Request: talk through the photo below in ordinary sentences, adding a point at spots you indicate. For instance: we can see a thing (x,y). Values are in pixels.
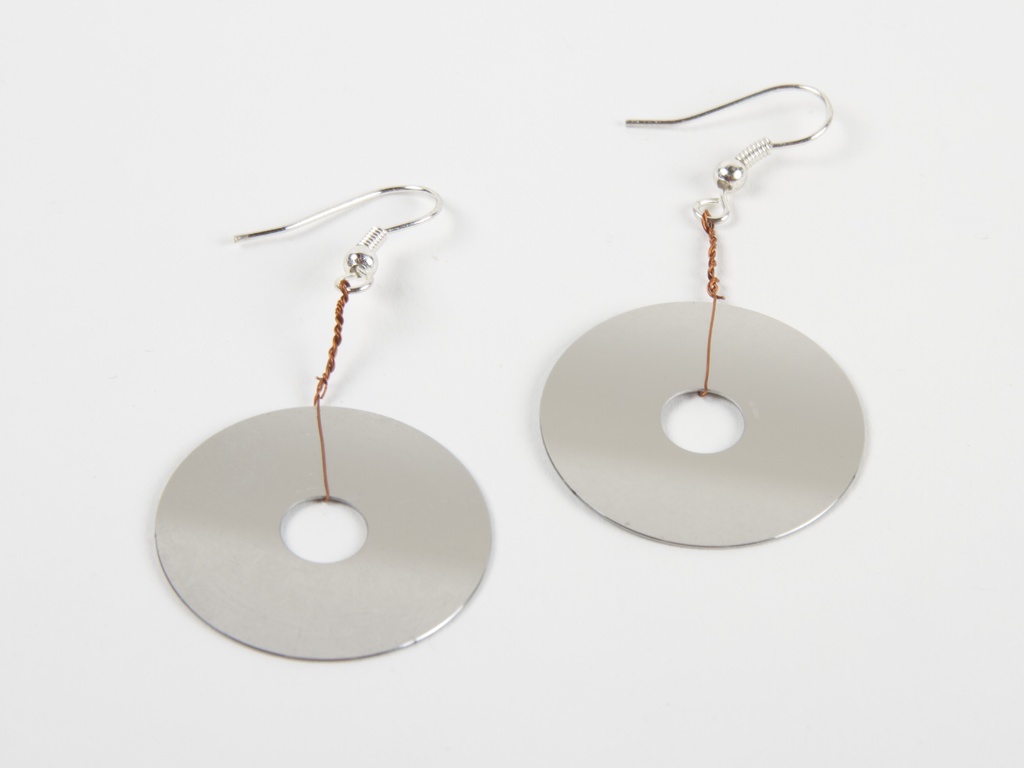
In this image there is a pair of earrings (244,448).
